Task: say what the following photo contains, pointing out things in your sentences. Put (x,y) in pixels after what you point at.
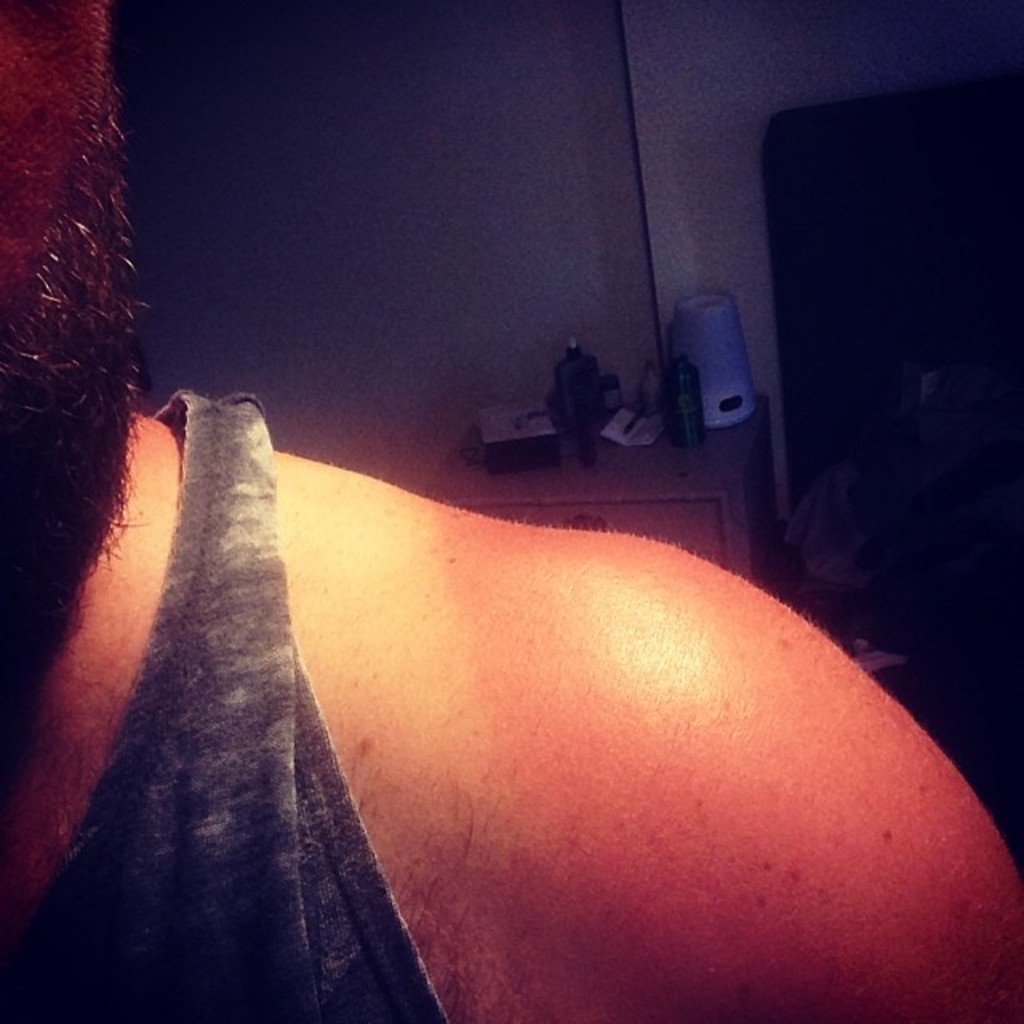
In this picture we can see a man (82,690) who is wearing grey top (100,794). In the back (719,353) we can see lamp (700,364), bottle (690,362), box (508,428), papers (647,431) and other objects (572,360) on the desk (695,478). Beside that we can see a chair (925,242) near to the wall (693,157).
